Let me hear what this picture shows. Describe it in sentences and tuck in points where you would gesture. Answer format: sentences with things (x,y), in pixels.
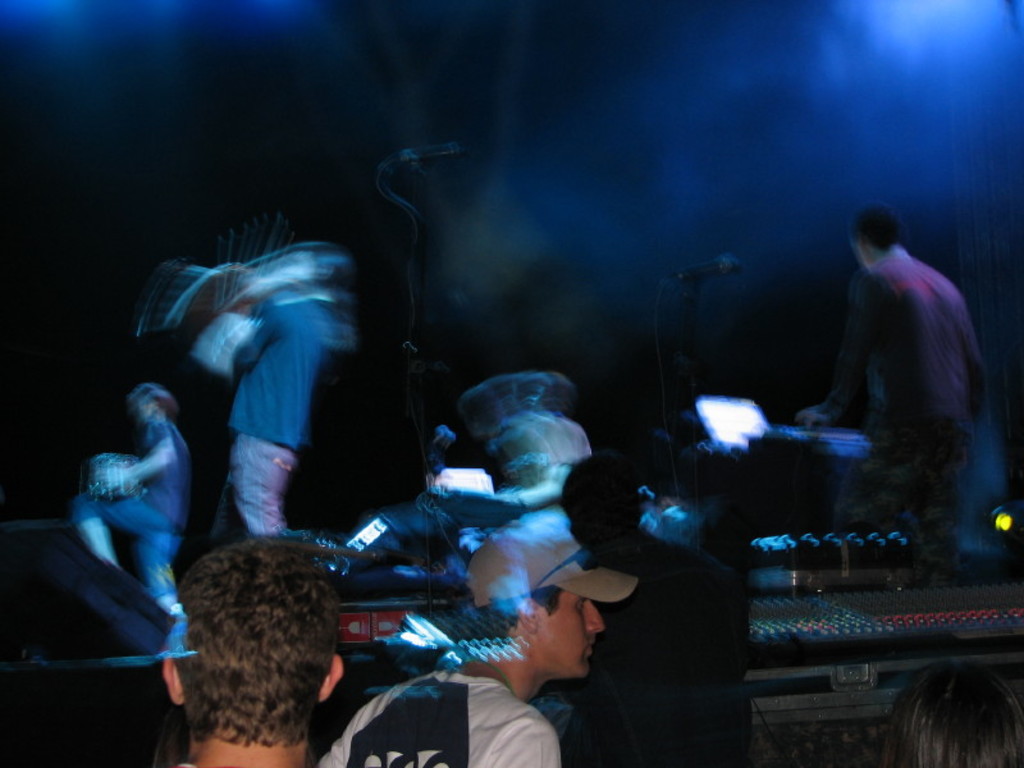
In this image, I can see a group of people (491,572), musical instruments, mikes (693,275) with mike stands (685,336) and few other objects (913,621). There is a dark background (59,407).
